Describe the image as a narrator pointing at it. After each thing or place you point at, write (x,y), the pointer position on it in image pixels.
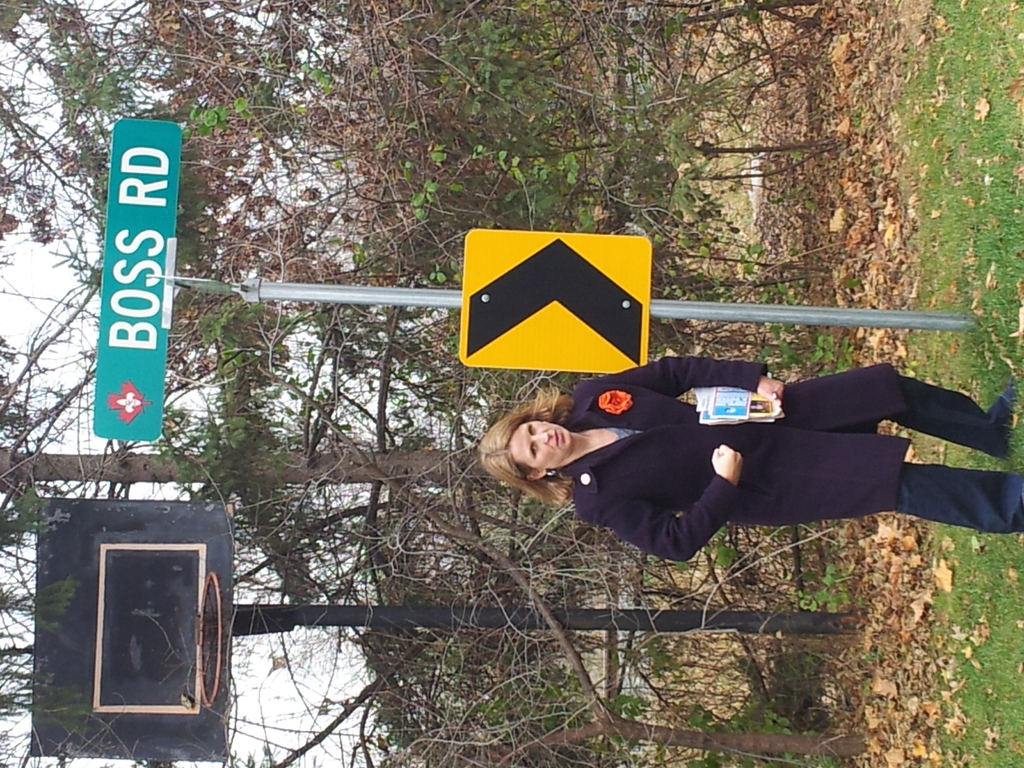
In this image in the center (659,503) there is a woman (767,515) standing holding papers (750,419) in her hand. Behind the woman (649,425) there is a board (147,271) with some text (123,306) written on it which is on the pole (313,288) and there is grass (972,580) on the ground (921,599) and there are dry leaves (884,619) on the ground (859,605). In the background (477,506) there are trees (414,513) and there is a pole (445,608) which is black in colour.
